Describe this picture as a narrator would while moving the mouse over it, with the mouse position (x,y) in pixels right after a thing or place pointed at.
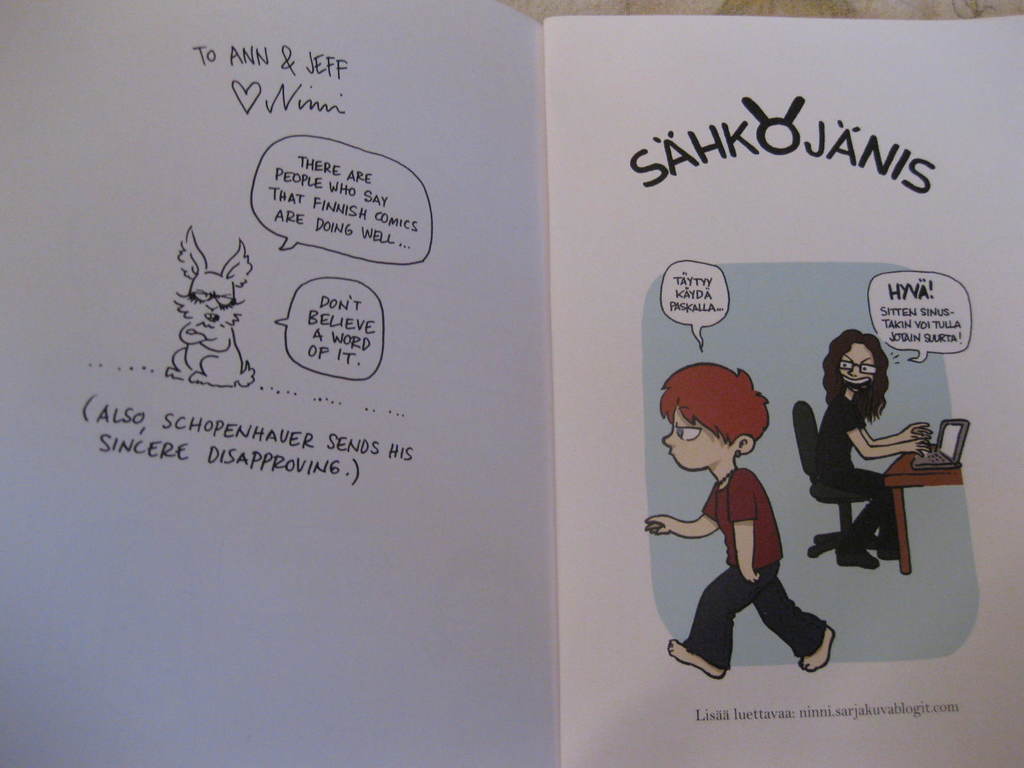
In this image there is a book (541,434) on the floor (822,6). In the book (744,559) one person (733,470) is walking and another person (874,563) is sitting on the chair (834,538). In front of him there is a table (920,477). On top of the table (890,474) there is a laptop (948,456).
